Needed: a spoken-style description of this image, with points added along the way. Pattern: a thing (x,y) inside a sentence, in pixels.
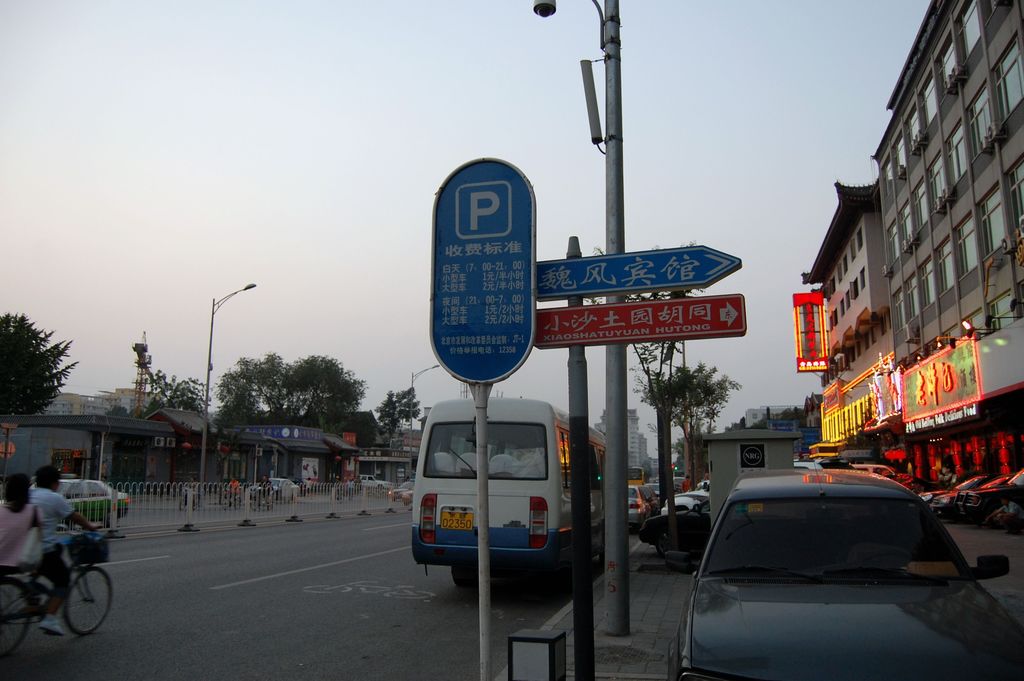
In this picture we can see vehicles (916,612), poles (577,655), boards (746,445), fence (391,509), trees (296,382), and buildings (914,312). There are two persons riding a bicycle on the road (358,591). In the background (318,226) there is sky (589,148).
